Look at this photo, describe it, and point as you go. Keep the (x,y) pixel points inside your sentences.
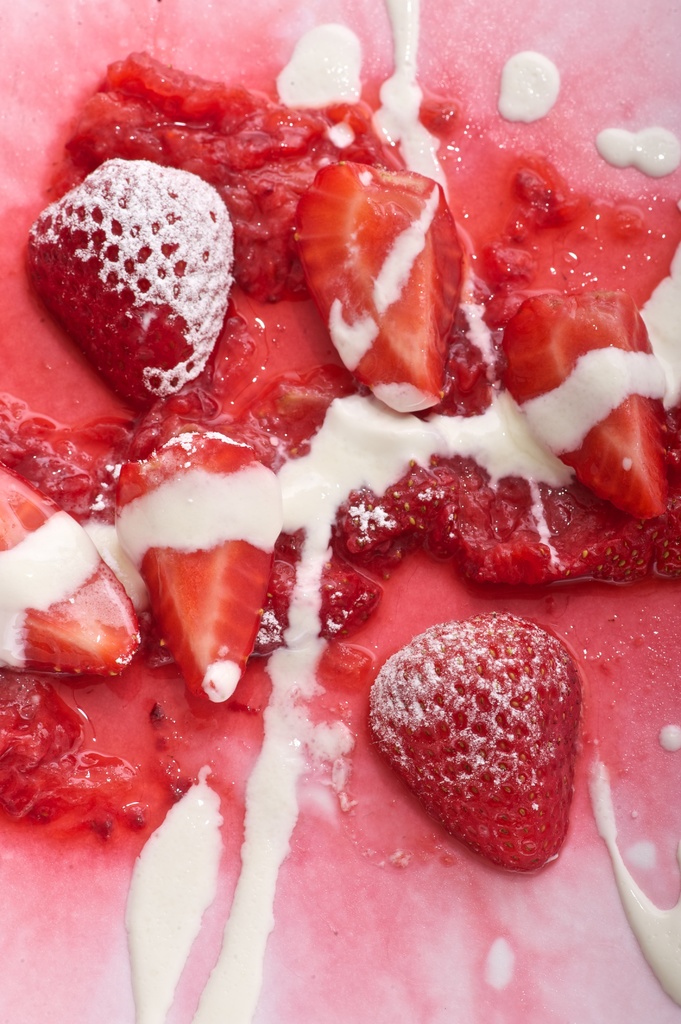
In the image we can see the food item (276,396), like strawberries (154,315) and white cream (259,848).
